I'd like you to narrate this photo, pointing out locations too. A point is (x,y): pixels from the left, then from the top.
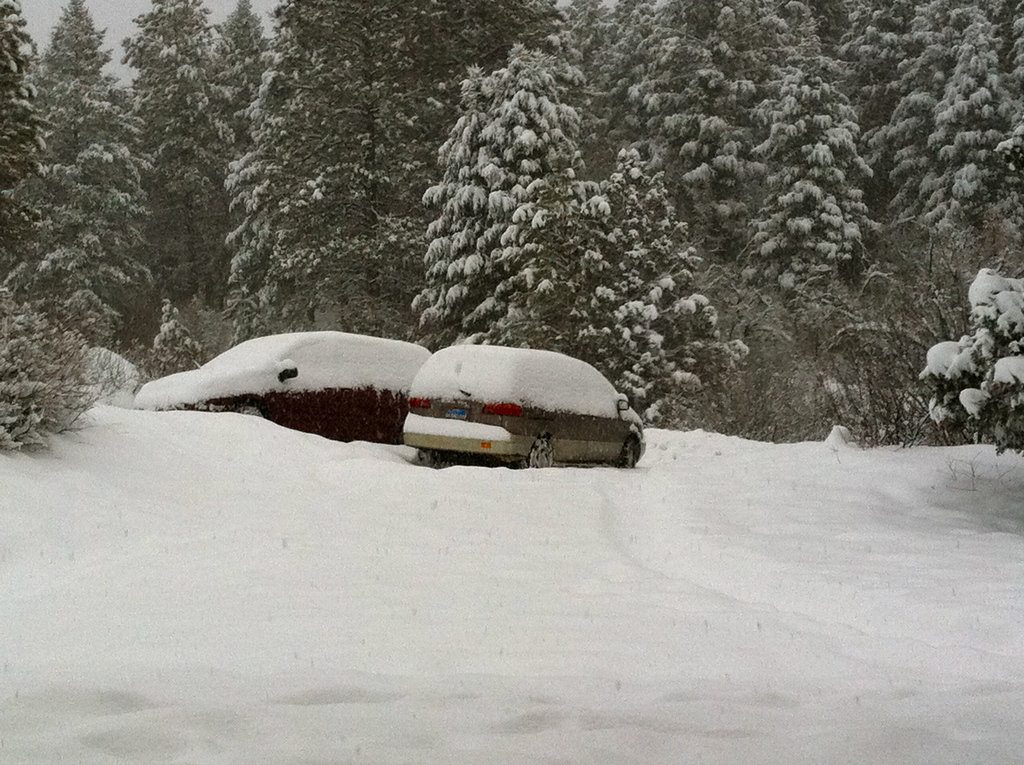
In this image I can see the vehicles (404,427) on the snow (468,562). I can see half of the vehicles (344,427) are covered with the snow (354,357). In the background (438,277) I can see many trees (344,104) and I think there is a sky (99,21) in the back (44,28).
